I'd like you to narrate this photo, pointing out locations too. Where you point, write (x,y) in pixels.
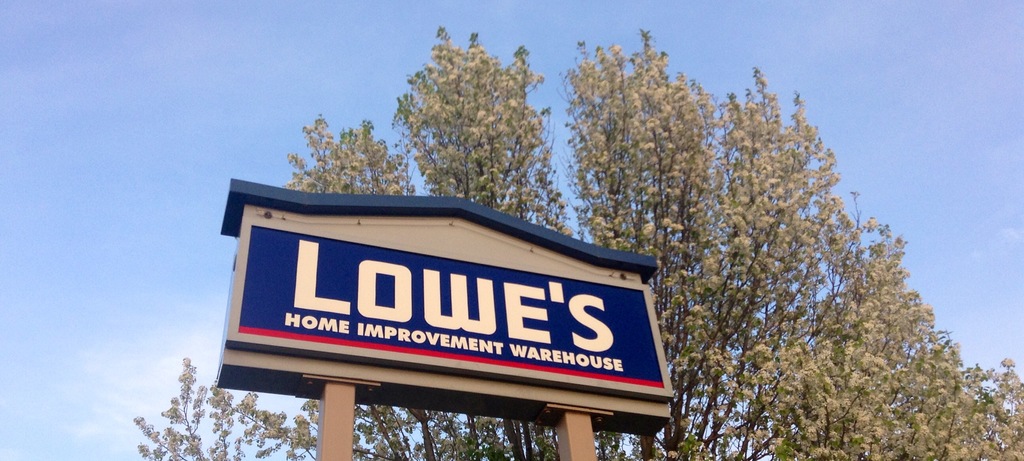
In this picture there is a board (253,304) on the pole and there is text (435,340) on the board (455,342). At the back (434,436) there is a tree (434,436). At the top (192,47) there is sky (125,226) and there are clouds (97,400).
